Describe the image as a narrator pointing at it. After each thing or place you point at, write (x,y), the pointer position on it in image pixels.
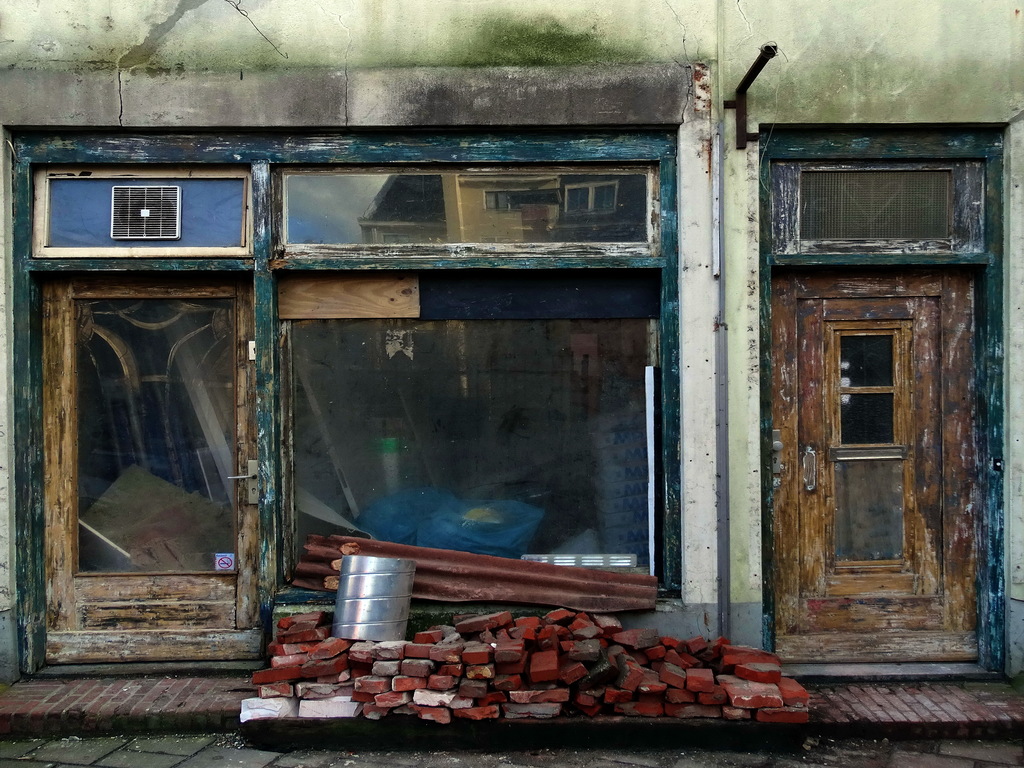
This image is an edited image. This image is taken outdoors. At the bottom of the image (192,744) there is a road (908,767) and there is a sidewalk (882,714). In the middle of the image (507,360) there is a house (452,97) with walls (505,89), windows (496,394), a glass door (115,404) and a door (879,476). There are a few bricks (681,671) on the sidewalk (100,684) and there is a tin (392,610).
